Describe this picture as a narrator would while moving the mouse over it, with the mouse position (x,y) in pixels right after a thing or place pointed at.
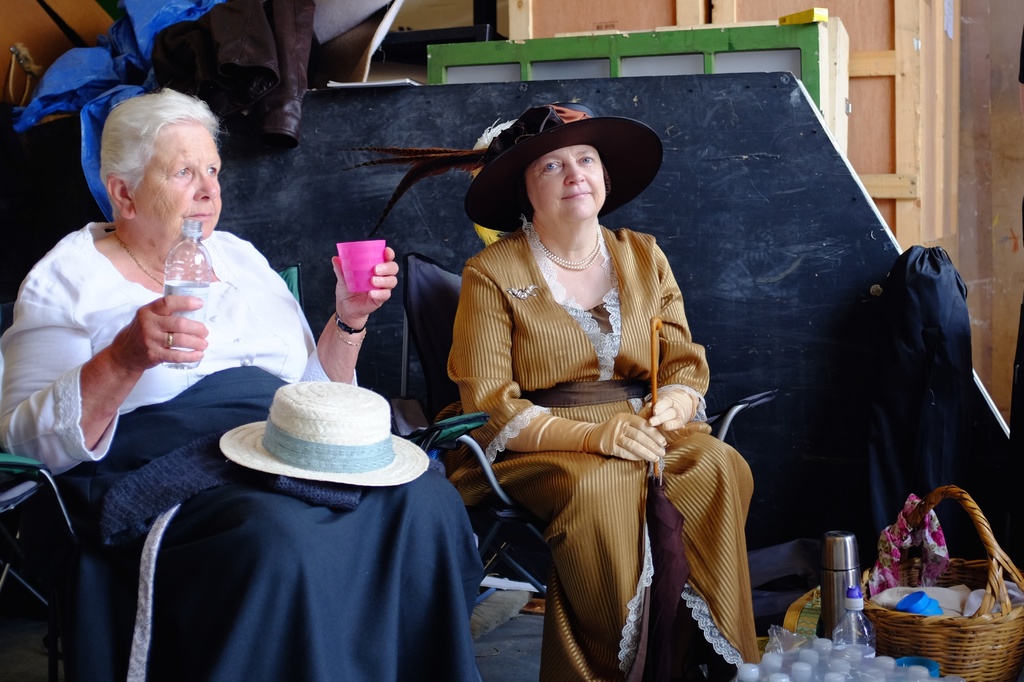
In this image, we can see two persons (567,572) sitting on the chairs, at the left side (156,537) there is a person (155,354) holding a bottle (185,284) and a pink color glass (365,280), in the background (711,342) there is a black color board (414,109).
